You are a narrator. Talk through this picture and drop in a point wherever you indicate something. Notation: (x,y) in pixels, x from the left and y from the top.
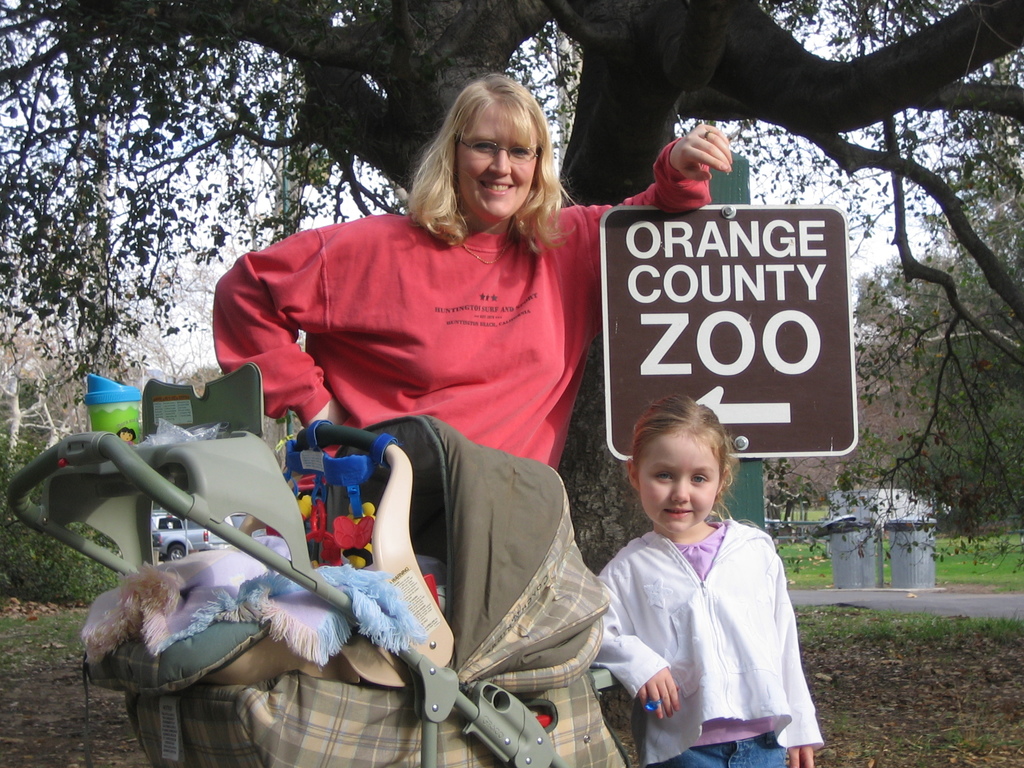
In this image we can see a woman (481,343) and a child (641,431) standing under a tree (613,498). We can also see a stroller (445,512), a signboard (782,391), bark (610,486) of a tree (631,497), dustbins (930,556), grass (905,633) and the sky (862,237).
